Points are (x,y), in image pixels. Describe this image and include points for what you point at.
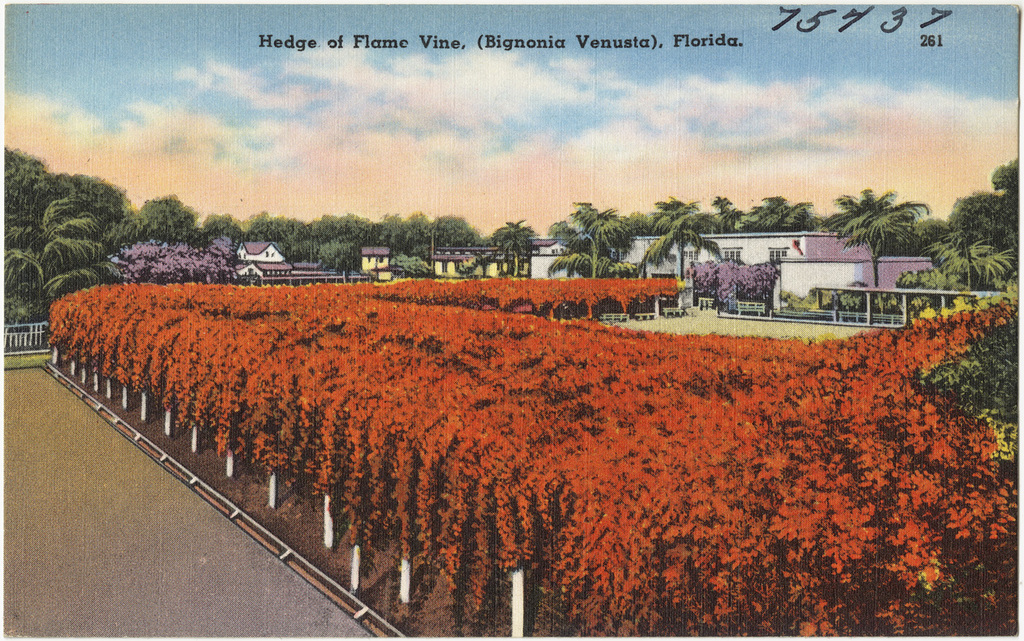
This is a photo and here we can see trees (59,218), houses (281,271), plants (366,439), poles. At the top (300,116), there are clouds (348,105) in the sky (435,64) and we can see some text (791,18).
